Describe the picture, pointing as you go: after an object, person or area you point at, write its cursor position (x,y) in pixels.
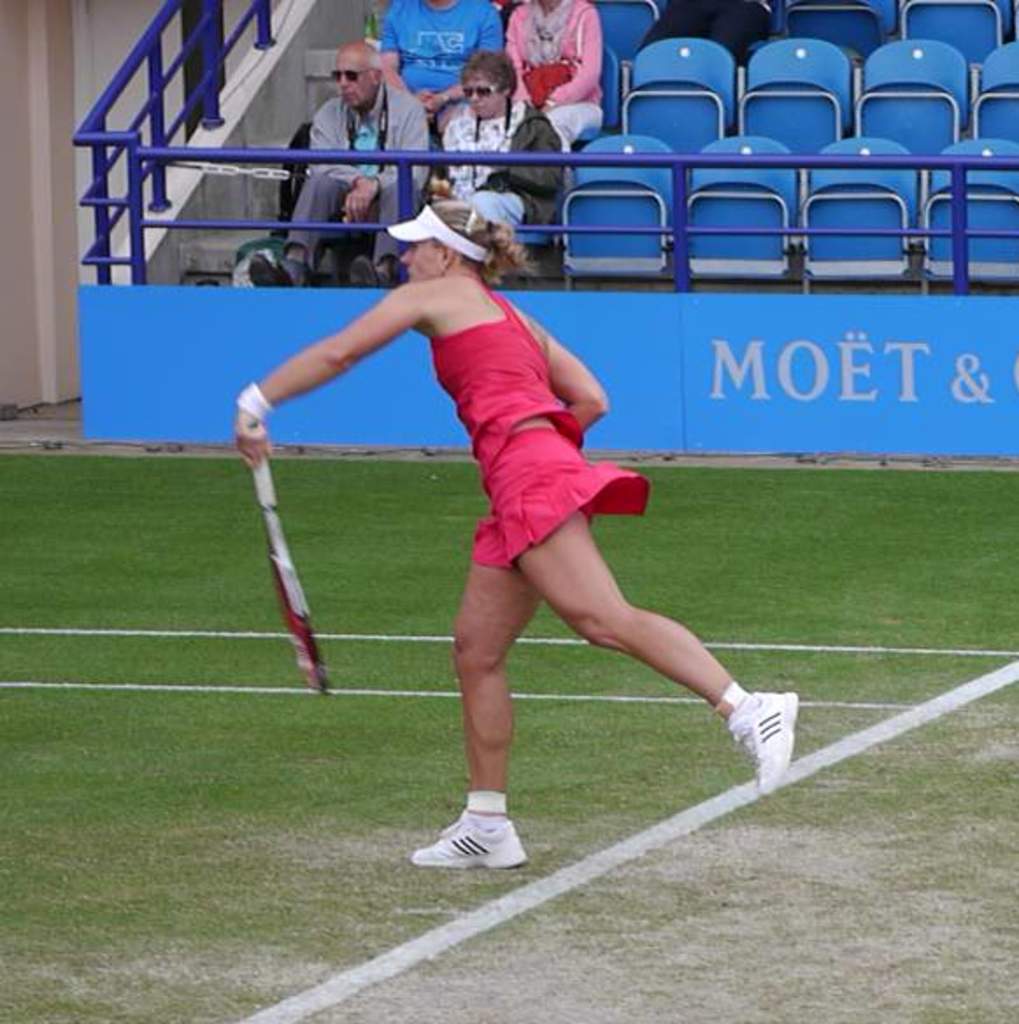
This is a picture of a lady (518,399) who is playing a game wearing pink dress (549,454) and white shoe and beside there is a cabin like thing (536,247) and in which there are some chairs (833,143) and people (404,139) sitting on them.
